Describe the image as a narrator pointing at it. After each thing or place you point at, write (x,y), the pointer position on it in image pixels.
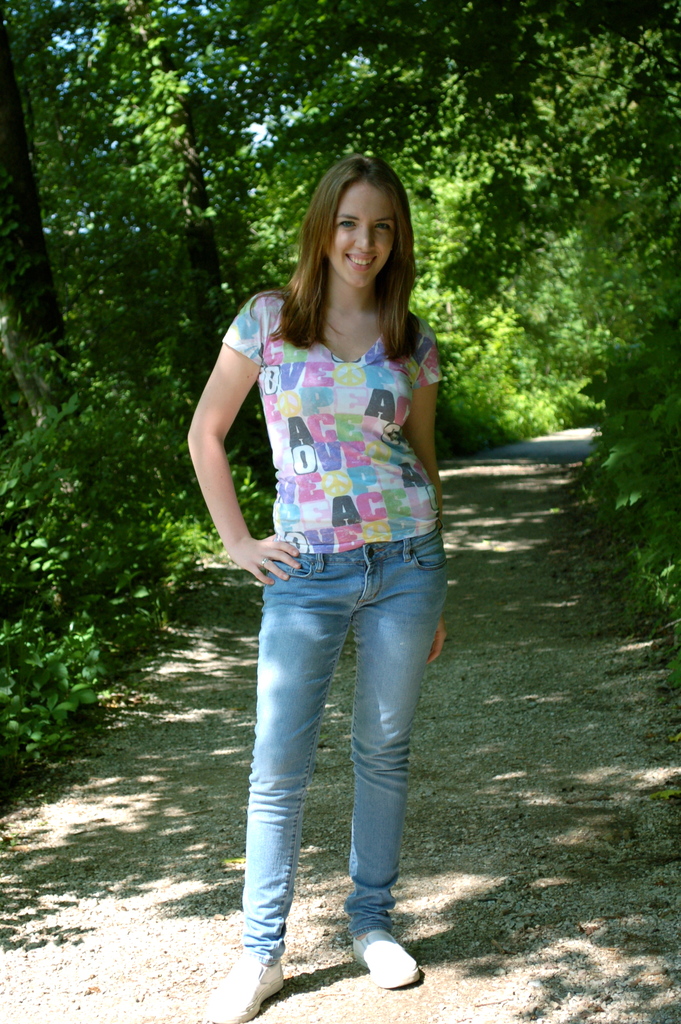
In the picture we can see a woman (293,822) standing on the path (598,826) and she is wearing a T-shirt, jeans trouser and shoes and she is smiling, in the background (665,176) we can see some plants (179,478), trees (678,216).
